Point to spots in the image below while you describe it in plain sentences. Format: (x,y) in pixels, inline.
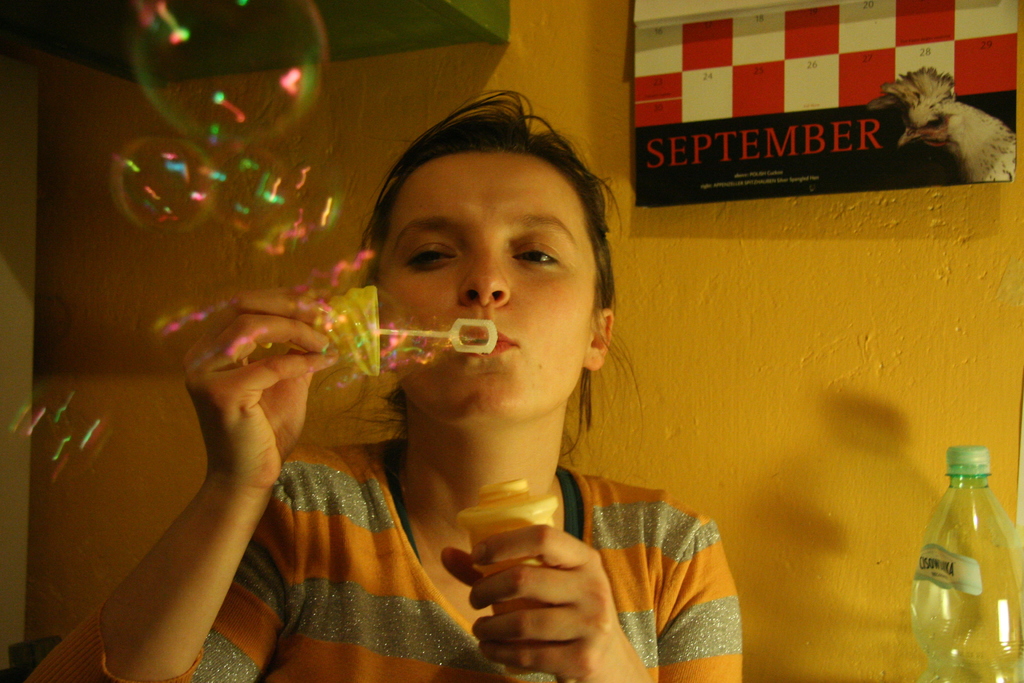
As we can see in the image there is a orange color wall (782,397), bottle (958,453), banner (864,179) and a woman (559,349) blowing bubbles (257,194).
